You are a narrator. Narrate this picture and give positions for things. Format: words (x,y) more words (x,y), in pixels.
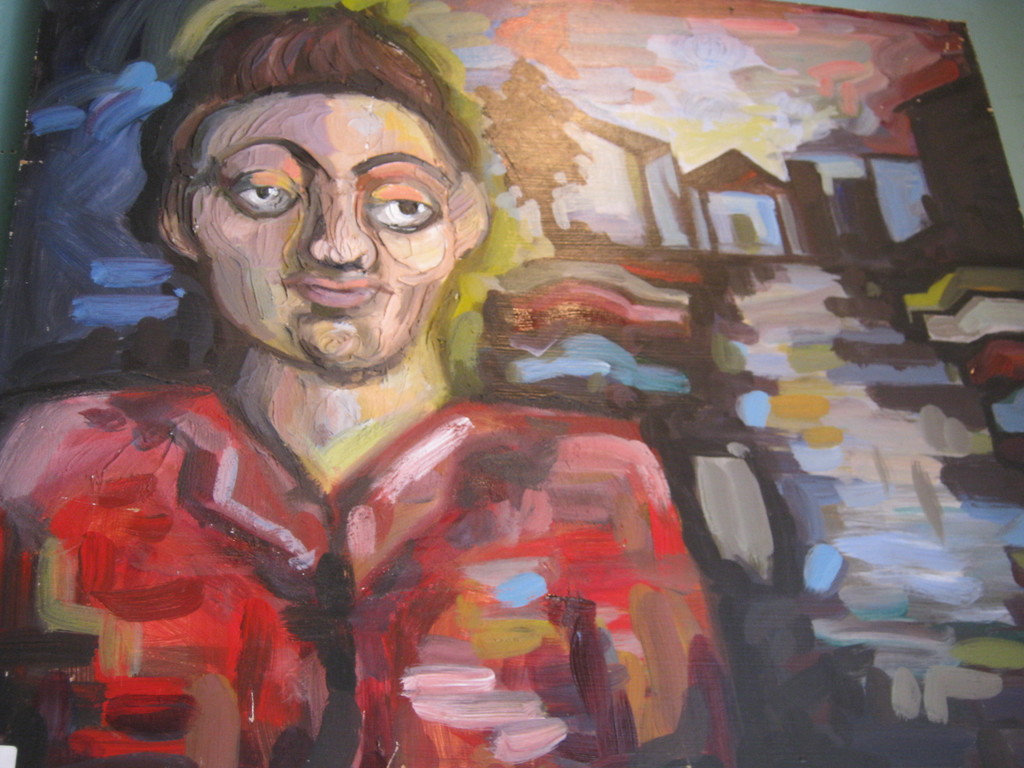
In this picture we can see painting (935,258) on a board (917,226). We can see a person (494,486), houses (745,225) and a tree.
